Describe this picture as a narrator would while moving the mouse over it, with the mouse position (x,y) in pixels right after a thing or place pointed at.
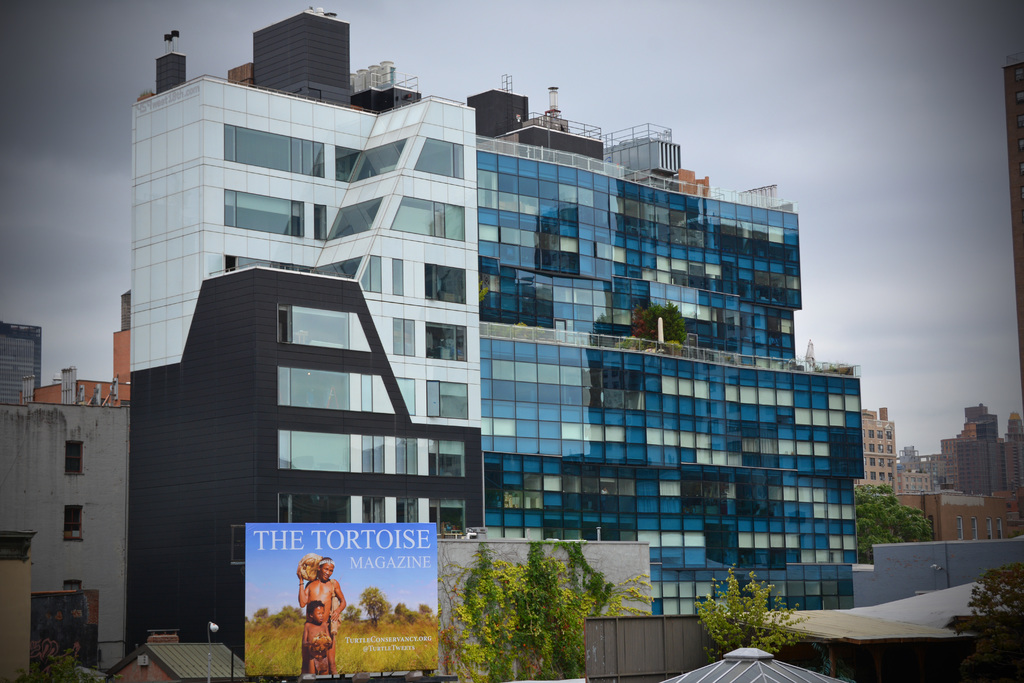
In the image we can see the buildings (494,293) and trees (619,602). Here we can see the poster (338,631), on the poster (345,616) there is a text (425,558) and the pictures (304,587) of two people (323,614) and the sky (888,162).
